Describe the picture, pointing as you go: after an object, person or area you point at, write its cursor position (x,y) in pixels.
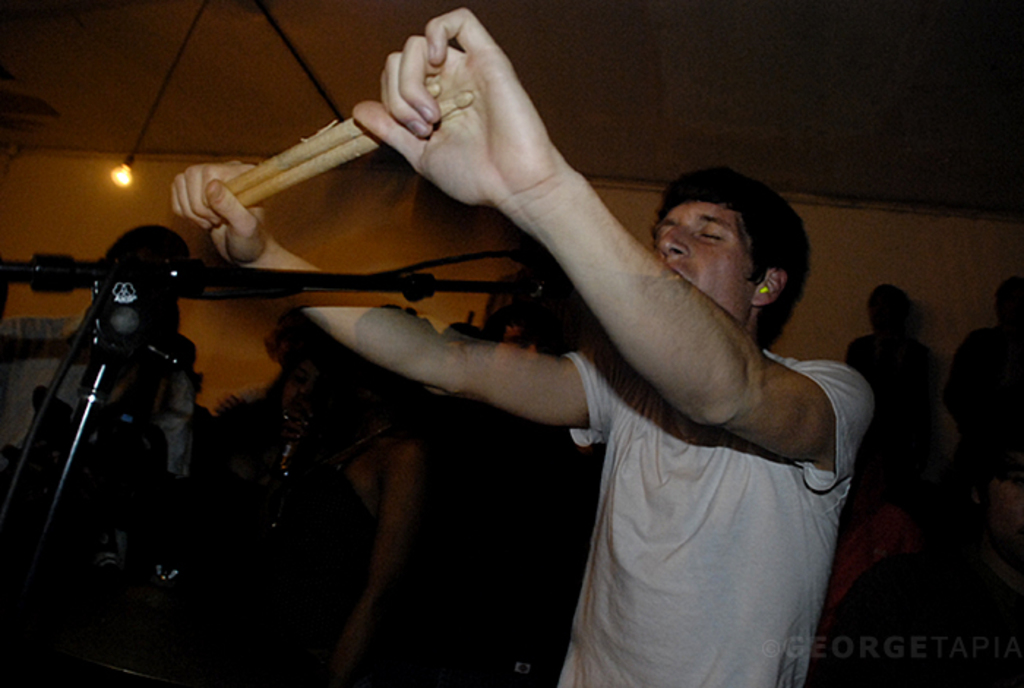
This is the man (651,481) standing and holding the wooden drumsticks (263,184) in his hands (423,141). This looks like a mike (534,279), which is attached to the mike stand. There are few people (889,399) standing. This looks like a bulb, which is hanging. I can see the watermark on the image.
